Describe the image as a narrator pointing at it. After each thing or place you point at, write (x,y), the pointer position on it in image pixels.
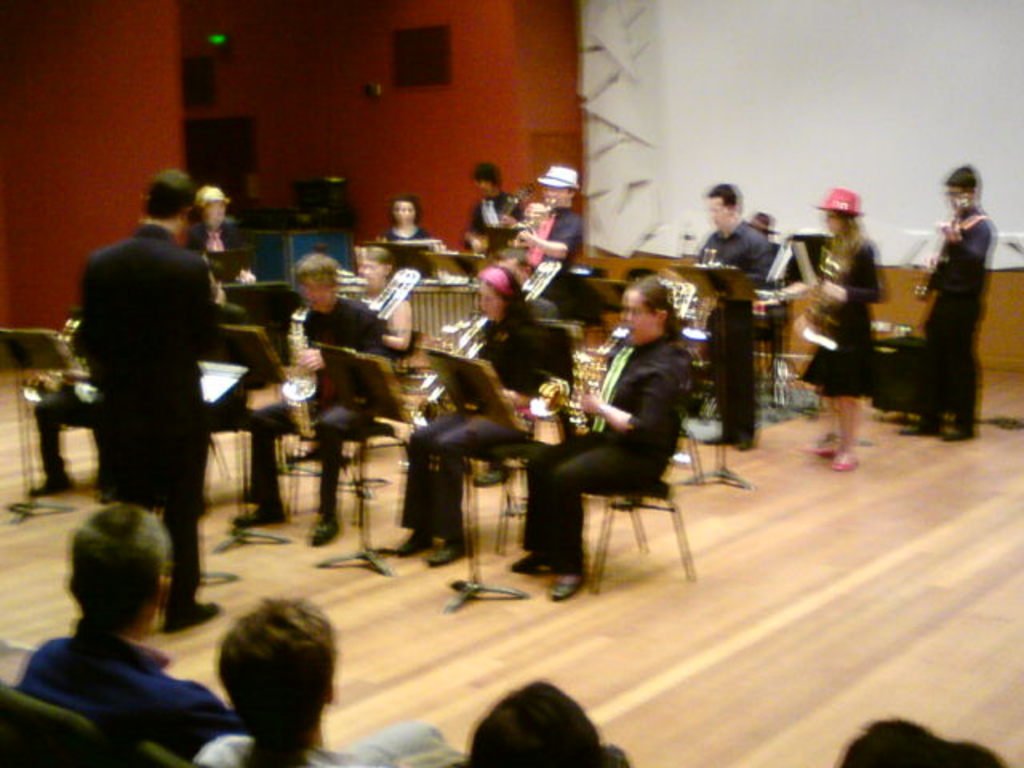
In this image we can see some group of people (140,416) on the floor (549,434), some people (732,400) are holding musical instruments (585,382) in their hands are standing and some people (618,443) are sitting on chairs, we can also see some boards (460,264) placed on stands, some objects (306,222) placed on the table (285,247). At the top of the image (451,115) we can see the wall (503,18).
